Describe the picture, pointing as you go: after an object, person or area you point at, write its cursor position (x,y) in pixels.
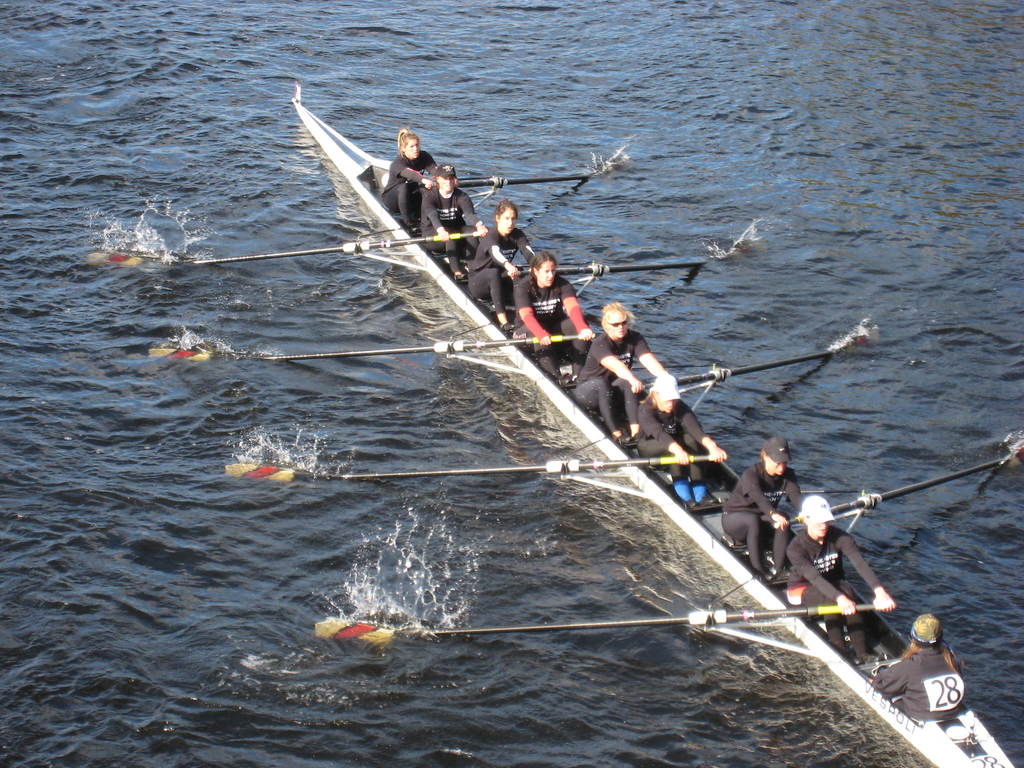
In this image we can see the water (443,413). And there are people (638,430) sitting on the boat (663,484) and holding paddles (810,610).
